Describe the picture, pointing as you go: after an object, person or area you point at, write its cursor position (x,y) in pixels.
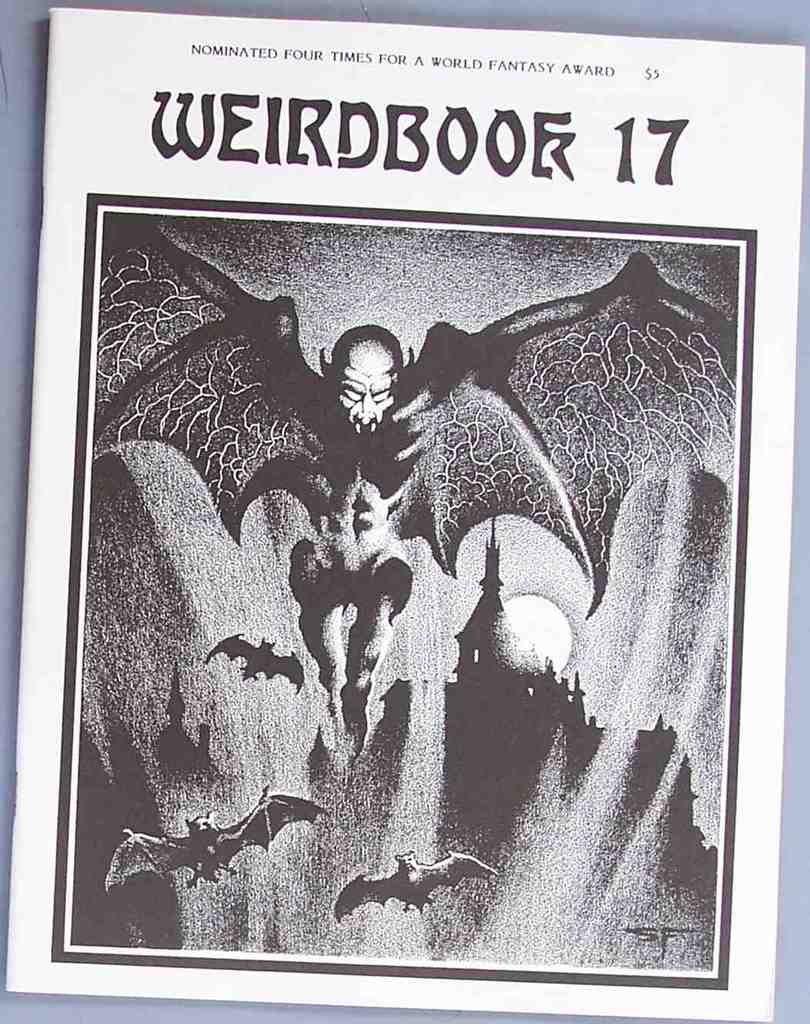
In this picture there is a book (322,756). On the book (311,204) there is some text (381,62) and a sketch (352,392).
